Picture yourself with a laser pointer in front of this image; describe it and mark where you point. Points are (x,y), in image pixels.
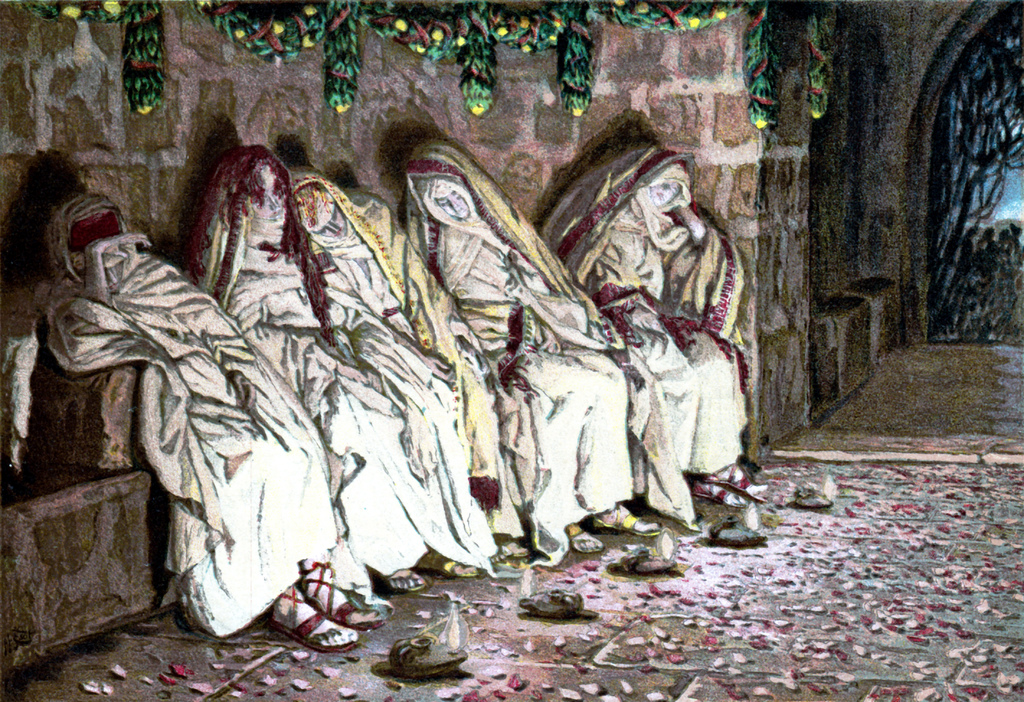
This image looks like a painting. There are so many women (139,281). There are lights (749,531) at the bottom (826,479).
